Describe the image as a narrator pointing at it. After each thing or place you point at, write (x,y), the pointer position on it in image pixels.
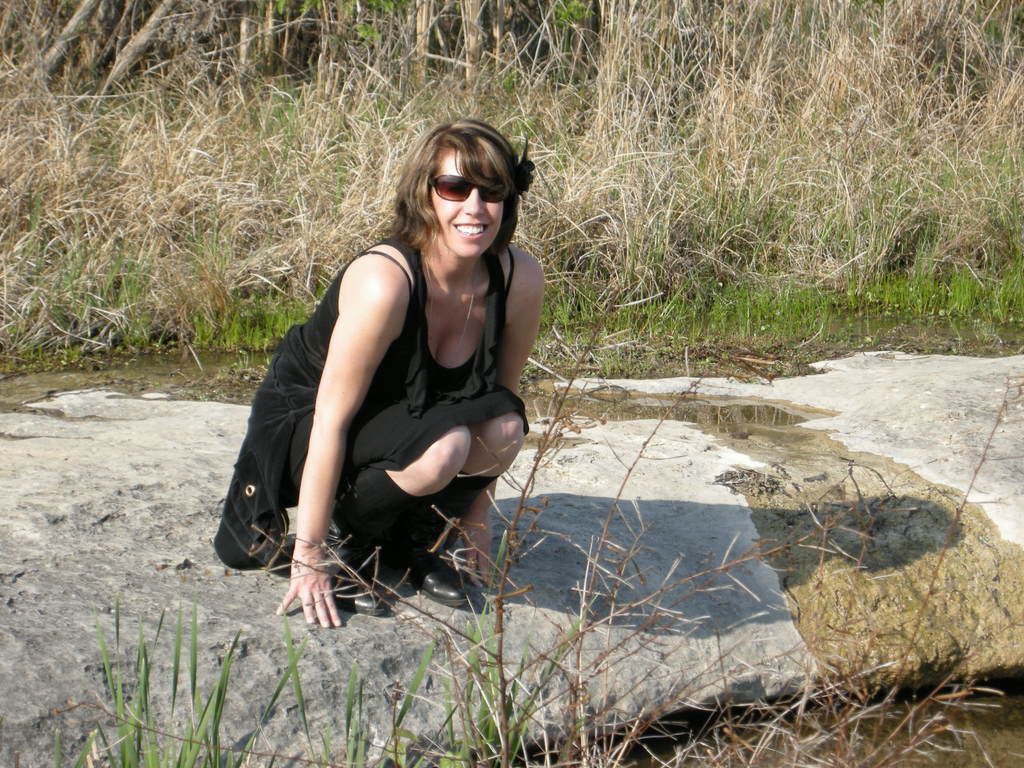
In this picture I can see there is a woman (338,374) sitting on the rock (203,590) and she is smiling. She is wearing a black dress (298,389) and she is wearing glasses (495,193), there is some water (698,419) beside her, there is grass (855,287), plants (654,131) in the backdrop (919,21).
